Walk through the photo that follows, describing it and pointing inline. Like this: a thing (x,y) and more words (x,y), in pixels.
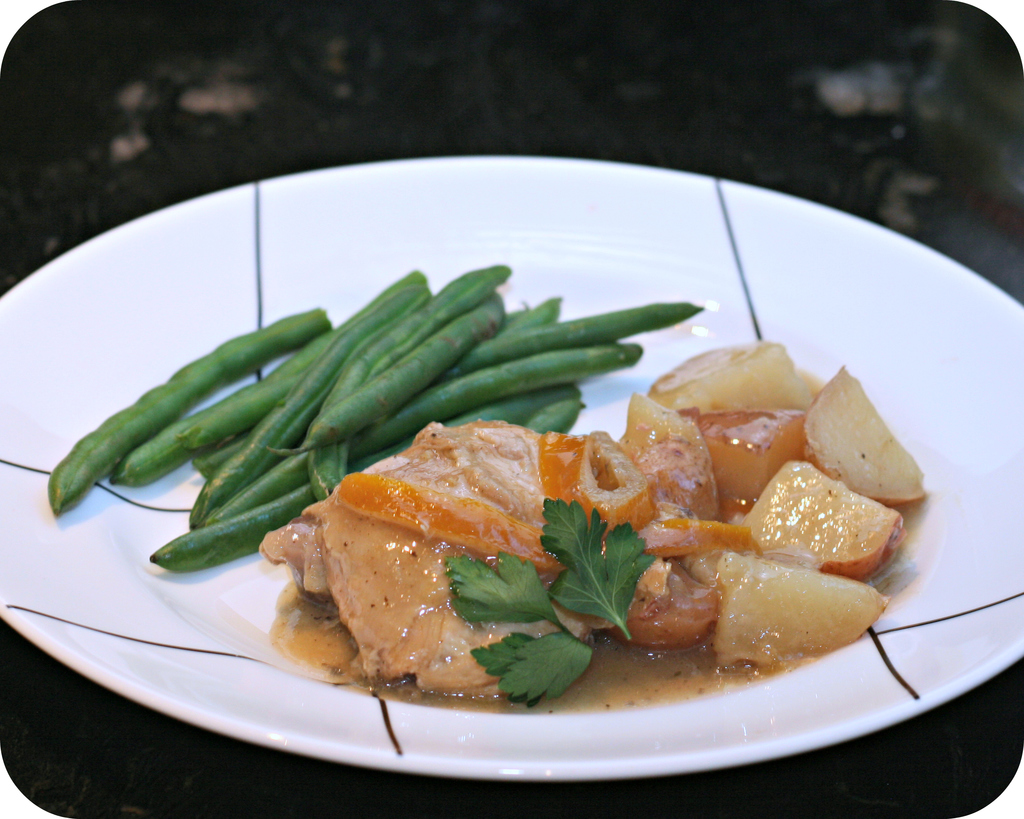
In this image there is a plate (677,745) having few beans (300,437) and some food (685,616) and leaves (586,592) on it.
